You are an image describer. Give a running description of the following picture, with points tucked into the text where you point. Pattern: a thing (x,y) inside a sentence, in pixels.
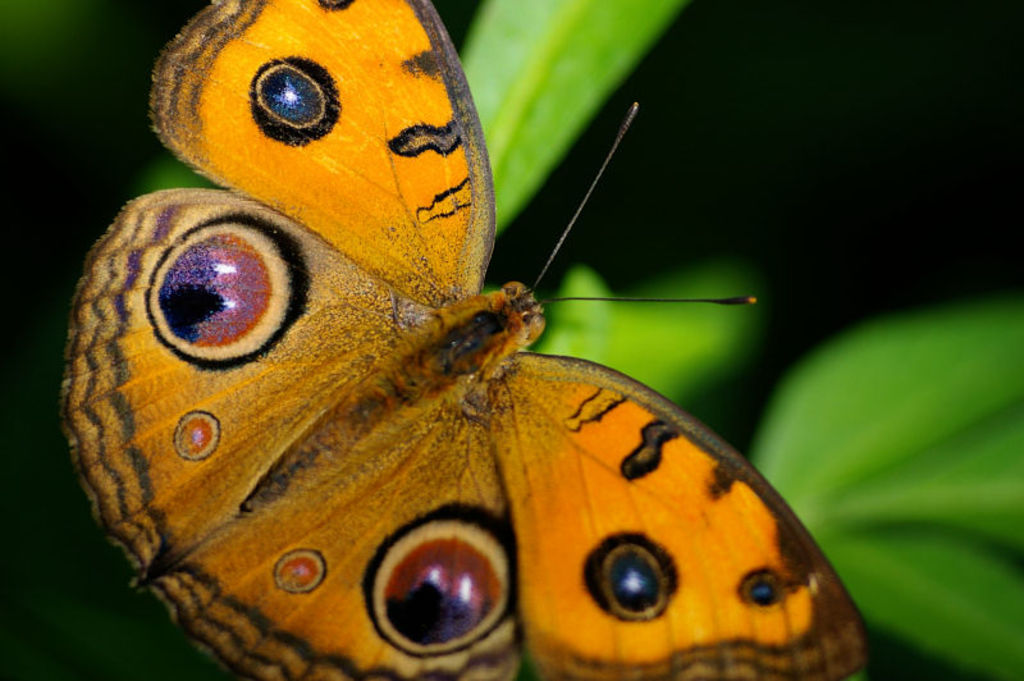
In this image there is a butterfly (525,515) and there are leaves (878,556).
